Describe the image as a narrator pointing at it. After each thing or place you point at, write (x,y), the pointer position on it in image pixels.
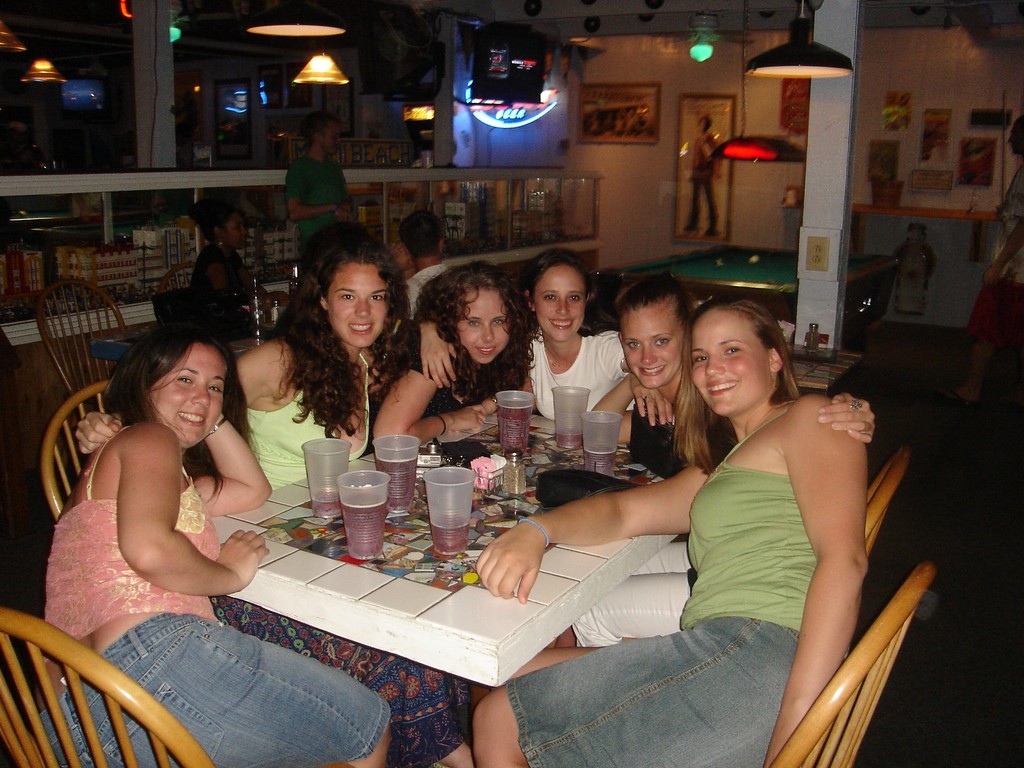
In this picture there are girls (615,501) in the center of the image (666,321) those who are sitting around the table (318,560), table (562,552) contains glasses (381,536) on it, there are lamps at the top side of the image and there are other people (239,224) and posters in the background area of the image (307,153).
